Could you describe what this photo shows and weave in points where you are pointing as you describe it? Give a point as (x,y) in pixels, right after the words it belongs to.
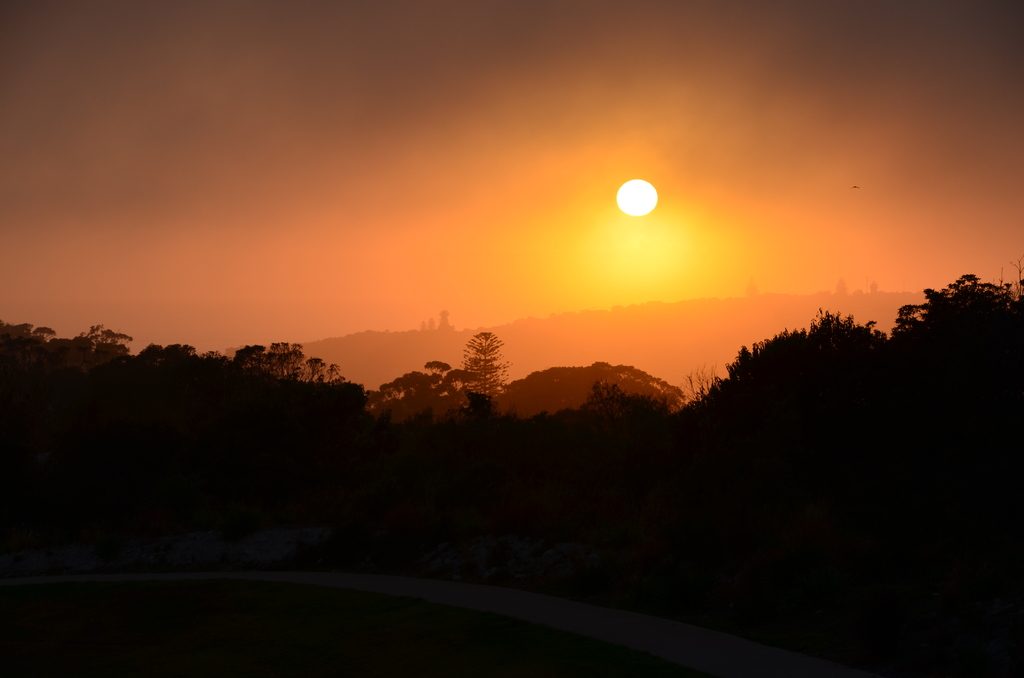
In this image there is a beautiful sun rise (654,270) and there are trees (832,394), in the background (618,353) there is a mountain (799,314).
